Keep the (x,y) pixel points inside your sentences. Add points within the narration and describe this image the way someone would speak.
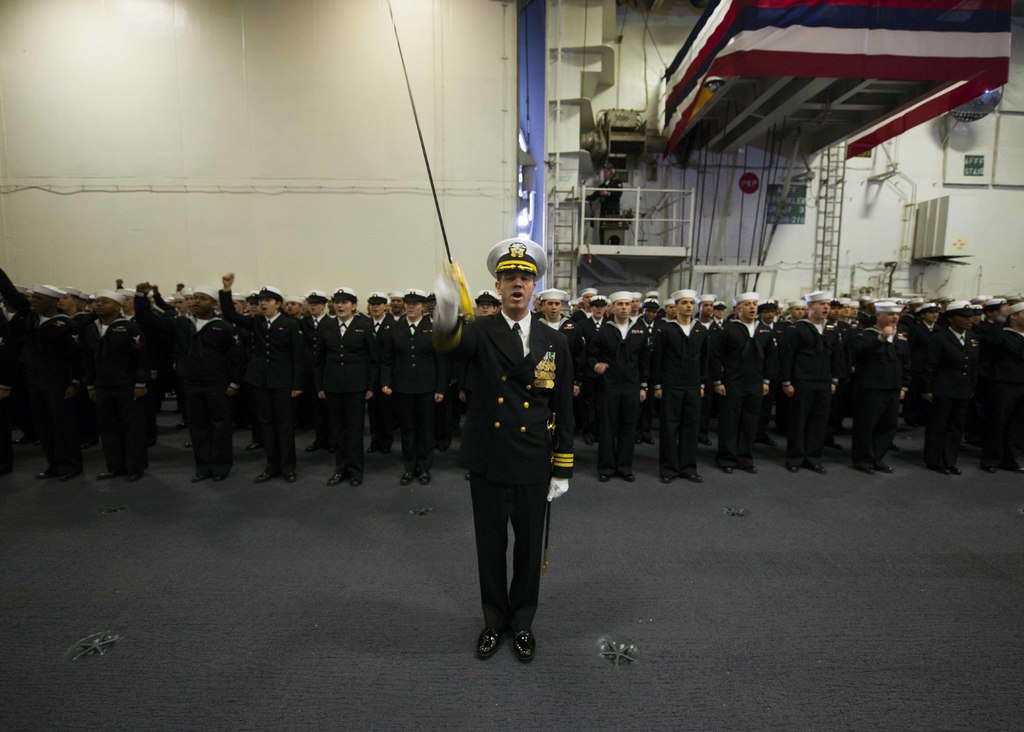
In this image there is a person (526,387) wearing cap (508,265), gloves (555,488) and holding a sword (411,106) in his hand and standing on a floor (573,557), in the background (417,315) there are people (882,438) standing and there is a wall (706,240), in the top right (834,0) there are machines (634,130) and there is a cloth (834,44).
